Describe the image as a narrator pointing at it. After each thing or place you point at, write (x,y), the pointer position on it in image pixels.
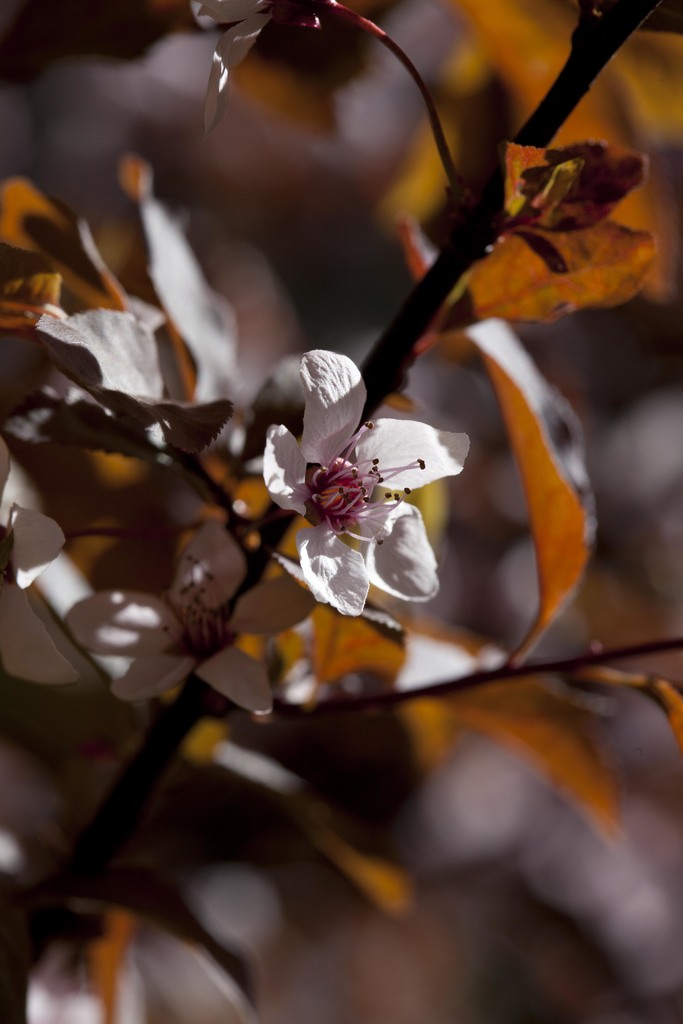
In this picture I can see there is a white flower (276,472) and there is a stem (388,372) and few leaves (507,270), the backdrop (450,976) is blurred.
